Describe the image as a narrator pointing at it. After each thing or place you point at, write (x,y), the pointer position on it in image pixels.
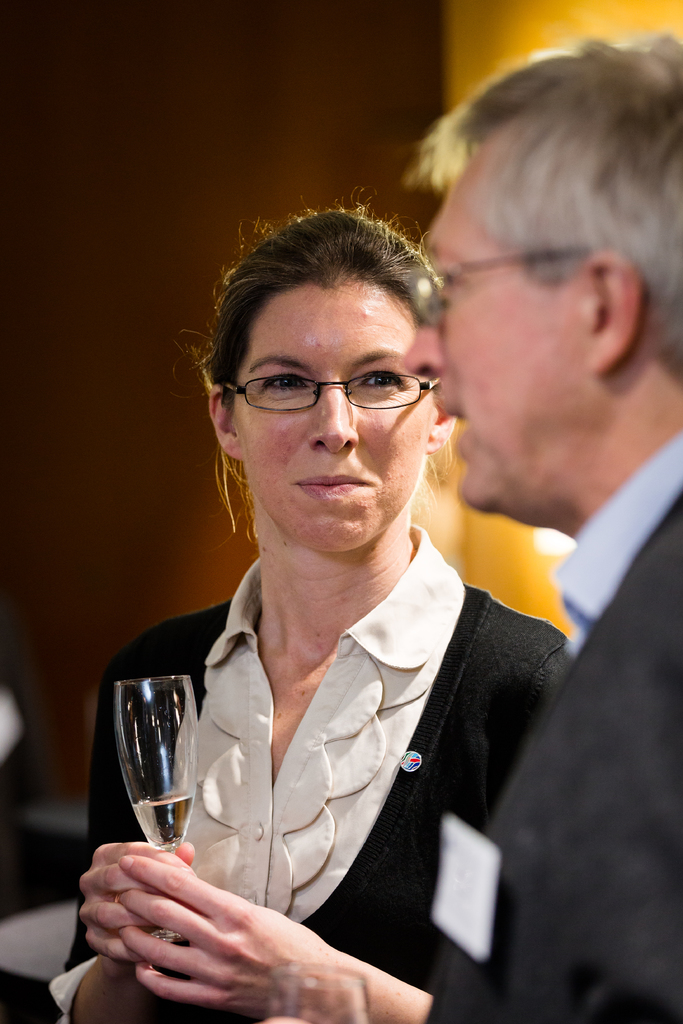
This picture shows a woman (250,627) and man (289,1022) holding wine glass (181,812) in their hands (153,849) and speaking to each other.
